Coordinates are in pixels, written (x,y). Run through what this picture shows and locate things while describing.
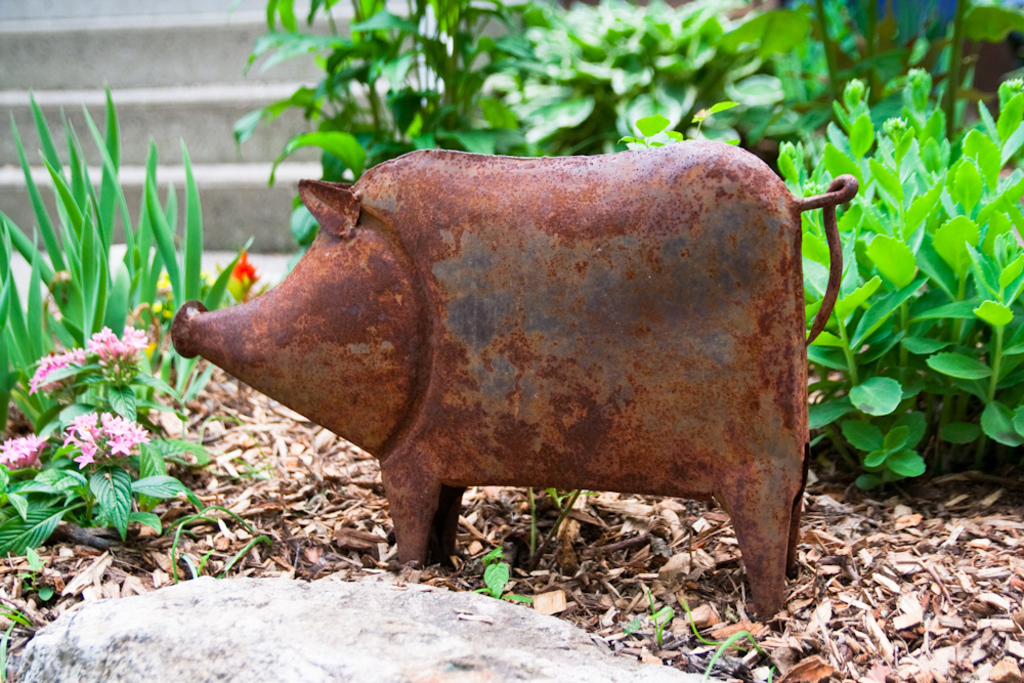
In this image we can see a pig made of iron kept on the ground (380,569).
